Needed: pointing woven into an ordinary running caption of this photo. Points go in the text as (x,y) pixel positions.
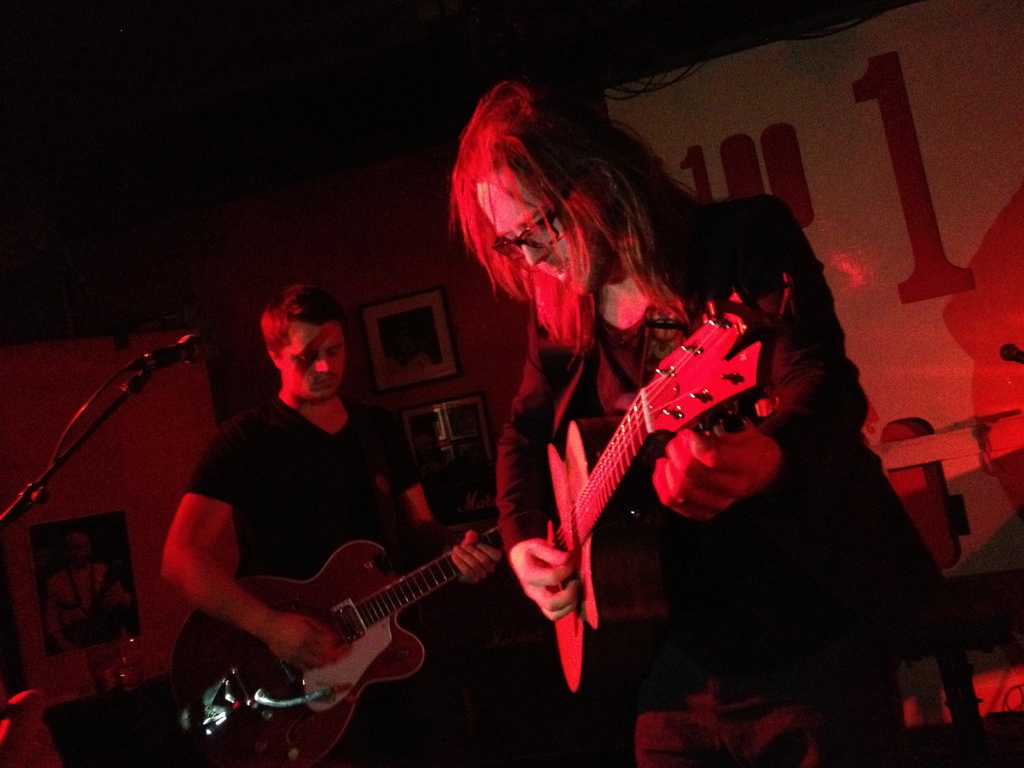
These two persons (402,694) standing and holding guitar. There is a microphone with stand (100,424). On the background (389,249) we can see wall (389,249), photo frame (386,313), banner (958,241).
